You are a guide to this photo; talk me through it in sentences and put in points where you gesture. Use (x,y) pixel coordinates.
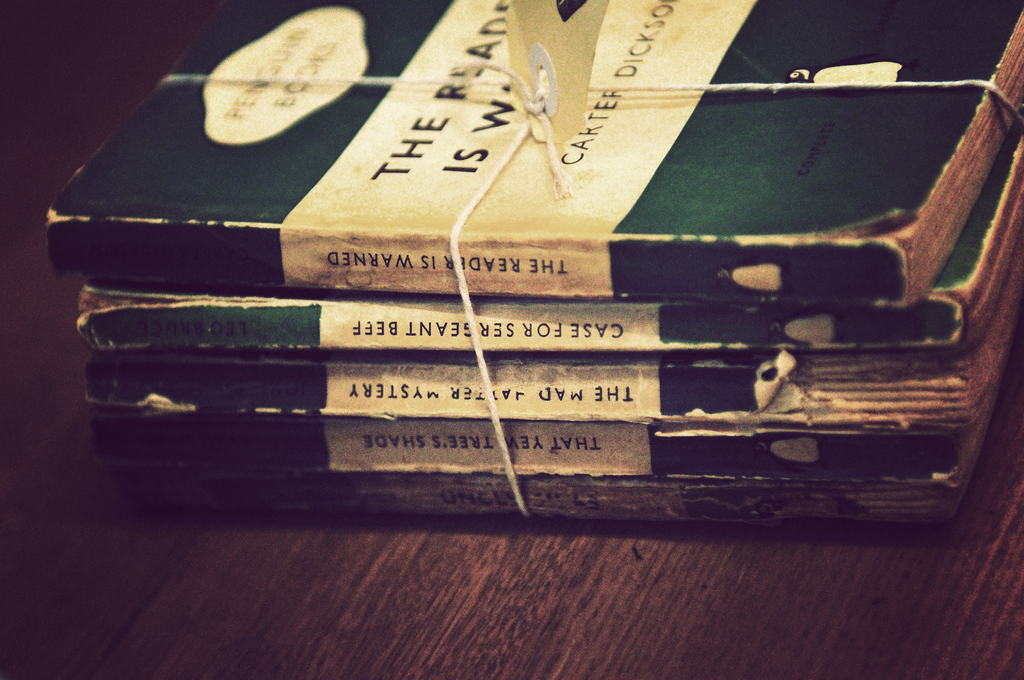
This image consist of books (406,248) which is on the table (552,527).
